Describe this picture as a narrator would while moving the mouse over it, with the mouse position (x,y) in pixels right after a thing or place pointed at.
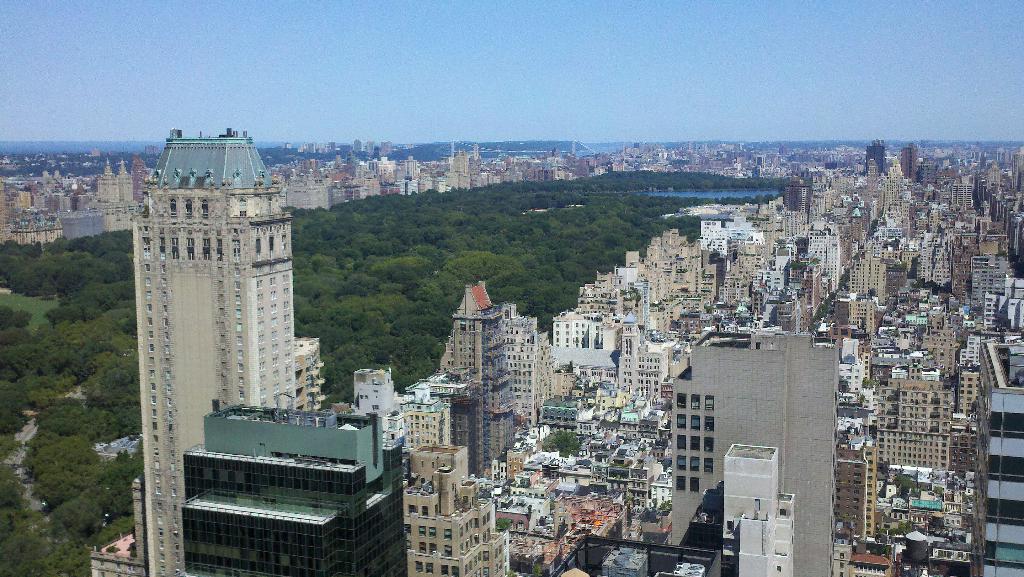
This is the aerial view image of a city (475,432), there are buildings (786,288) on either side with trees (302,332) in the middle (465,241) and above its sky (409,71).
